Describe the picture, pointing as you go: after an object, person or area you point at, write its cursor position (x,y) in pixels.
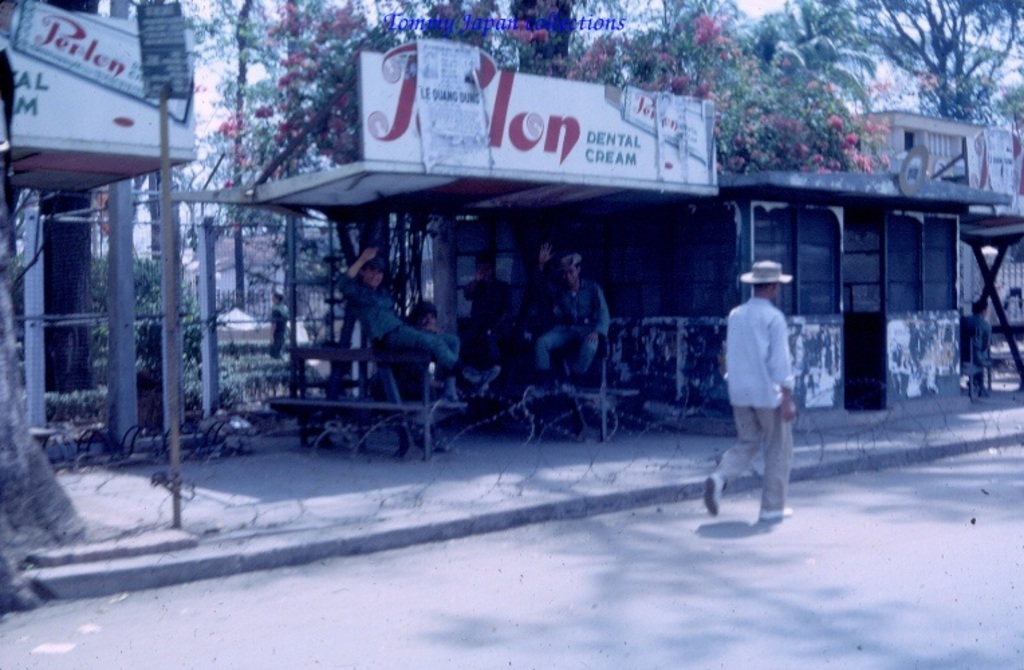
In this picture we can see a man (747,412) is walking, there are buildings (876,284) in the background (923,129), we can see benches (382,355) and a hoarding (554,156) in the middle (370,352), there are some people (435,322) sitting on benches (579,393), on the left side (165,60) there is a pole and a board (159,48), we can also see fencing (91,315) on the left side (90,306), in the background (824,72) there are some trees (673,41), we can see some text (481,31) at the top of the picture (477,31).
